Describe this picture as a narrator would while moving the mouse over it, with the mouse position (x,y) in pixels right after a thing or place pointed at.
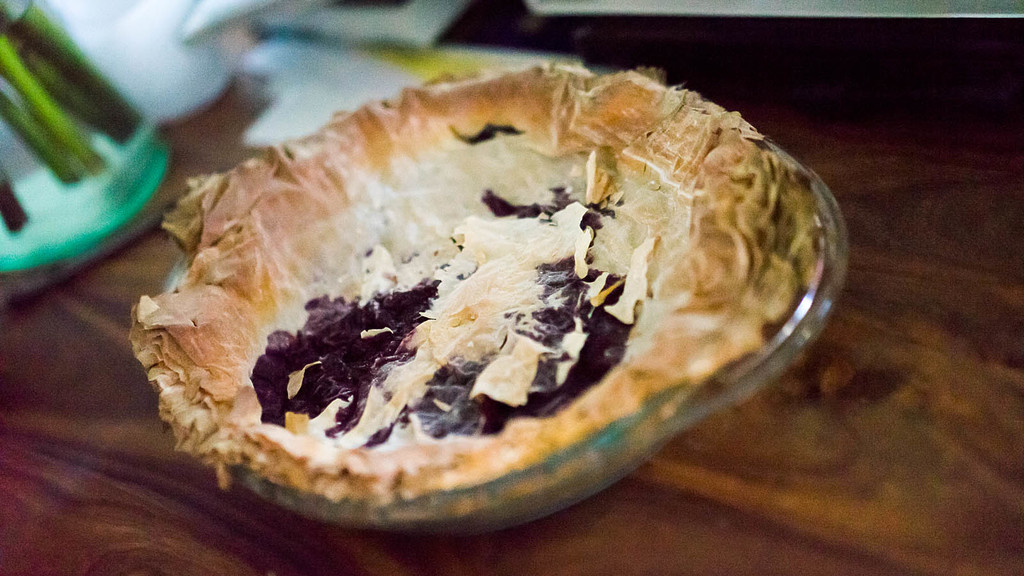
In this image I see the bowl (273,202) on which there is a thing (416,273) which is of dark purple, white and cream in color and I see the brown color surface (55,414) and I see that it is blurred in the background (322,65) and I see white color things (232,53) over here.
